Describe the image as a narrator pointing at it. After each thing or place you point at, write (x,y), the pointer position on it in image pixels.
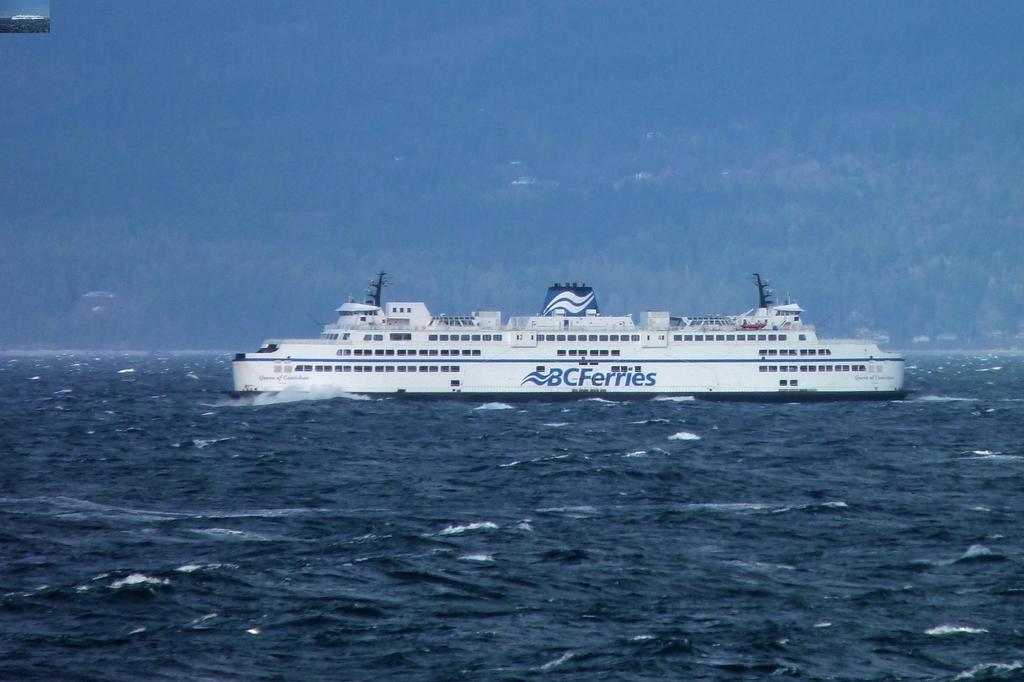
At the bottom (658,537), we see water (594,491) and this water (558,487) might be in the sea (249,496). In the middle (672,380), we see the ship (549,302) sailing on the water (787,546). This ship (522,354) is in white color. In the background (430,244), we see a hill (342,208), which is blue in color.
